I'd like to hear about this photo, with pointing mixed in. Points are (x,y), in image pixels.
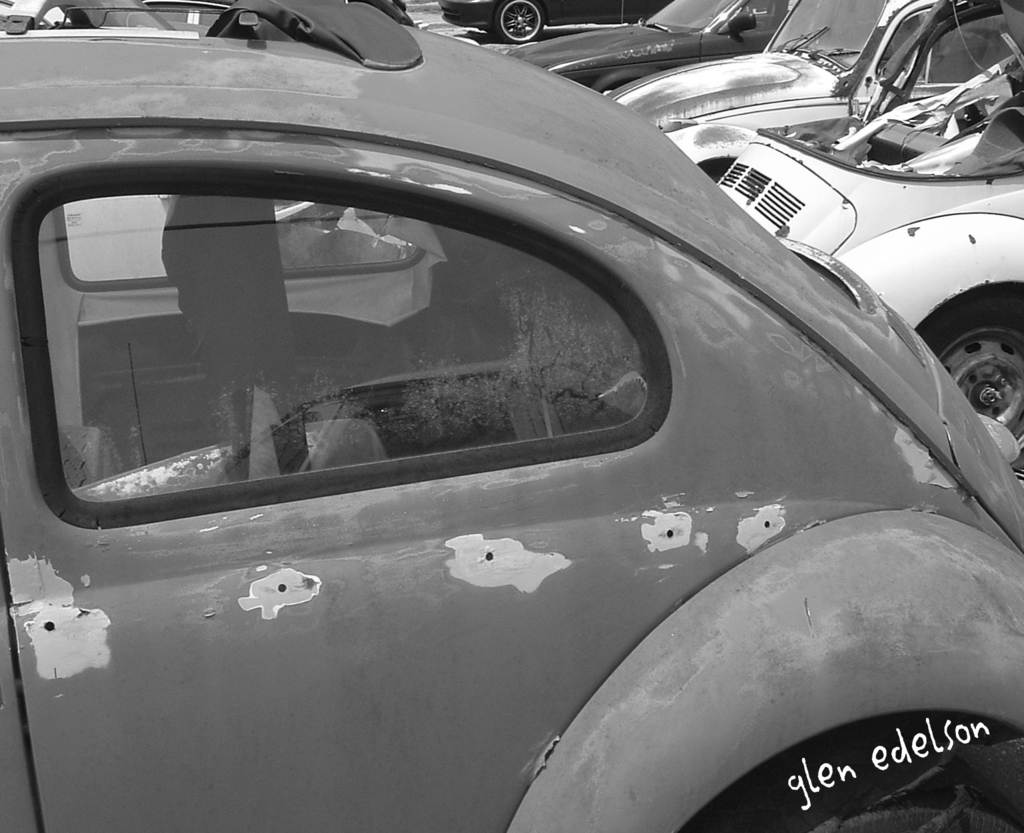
This picture is clicked outside. In the center (379,285) we can see the group of cars (825,172) seems to be parked on the ground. On the left (261,210) we can see the reflection (232,333) of a person (245,349) standing on the ground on the window (122,288) of the car (280,338). On the right corner (917,751) there is a text (931,739) on the image.
